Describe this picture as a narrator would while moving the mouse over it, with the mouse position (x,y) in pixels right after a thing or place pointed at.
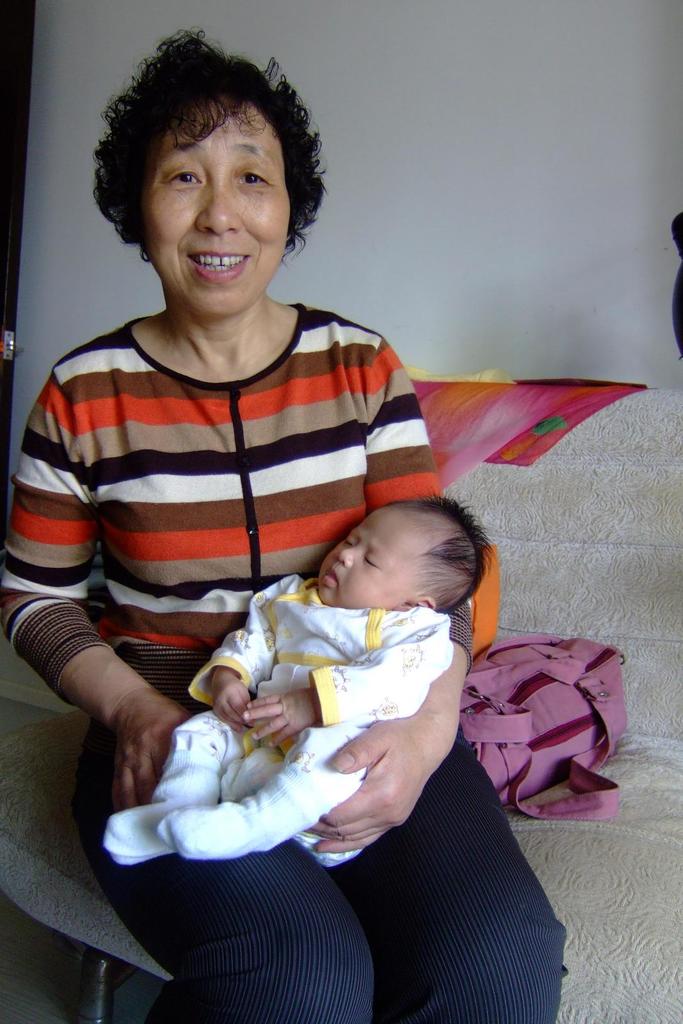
In this picture we can see a woman (312,524) is seated on the sofa (68,864), she is smiling and she is holding a baby (272,596), behind her we can see a bag (541,773).
